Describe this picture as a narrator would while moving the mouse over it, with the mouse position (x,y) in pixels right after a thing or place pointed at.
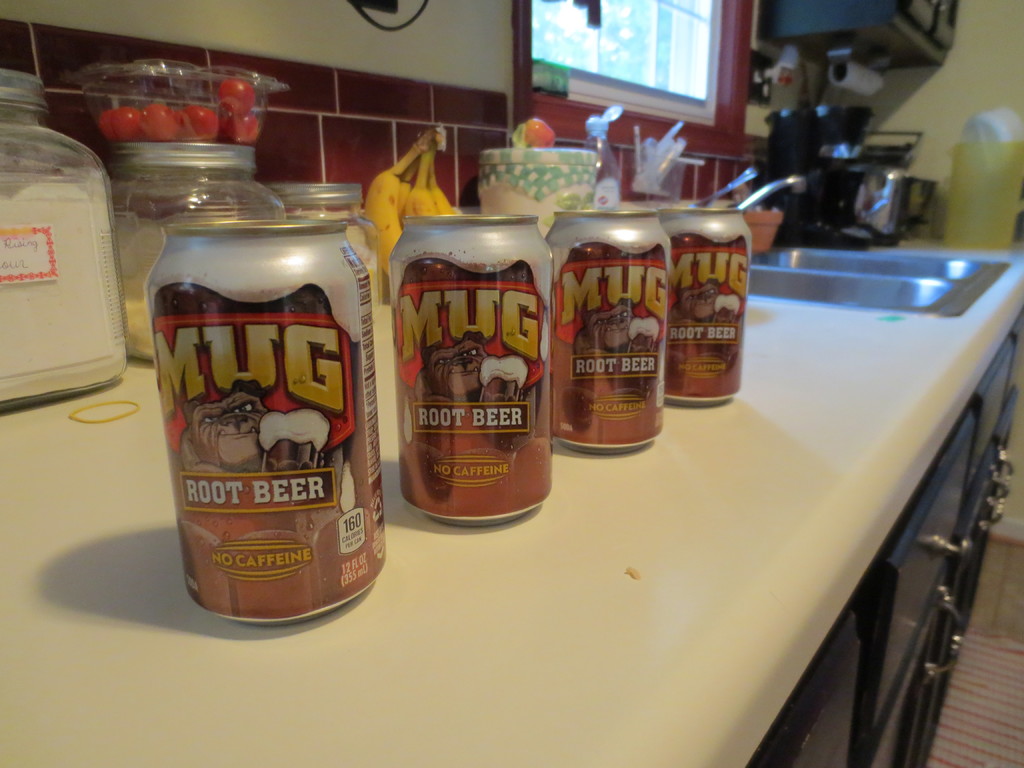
Here we can see 4 tin bottles (216,234), jars (214,214), tomatoes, bananas (426,187), sink (877,259) and cupboards (904,566). In the background (551,59) there is a wall (910,112), window (569,22).
